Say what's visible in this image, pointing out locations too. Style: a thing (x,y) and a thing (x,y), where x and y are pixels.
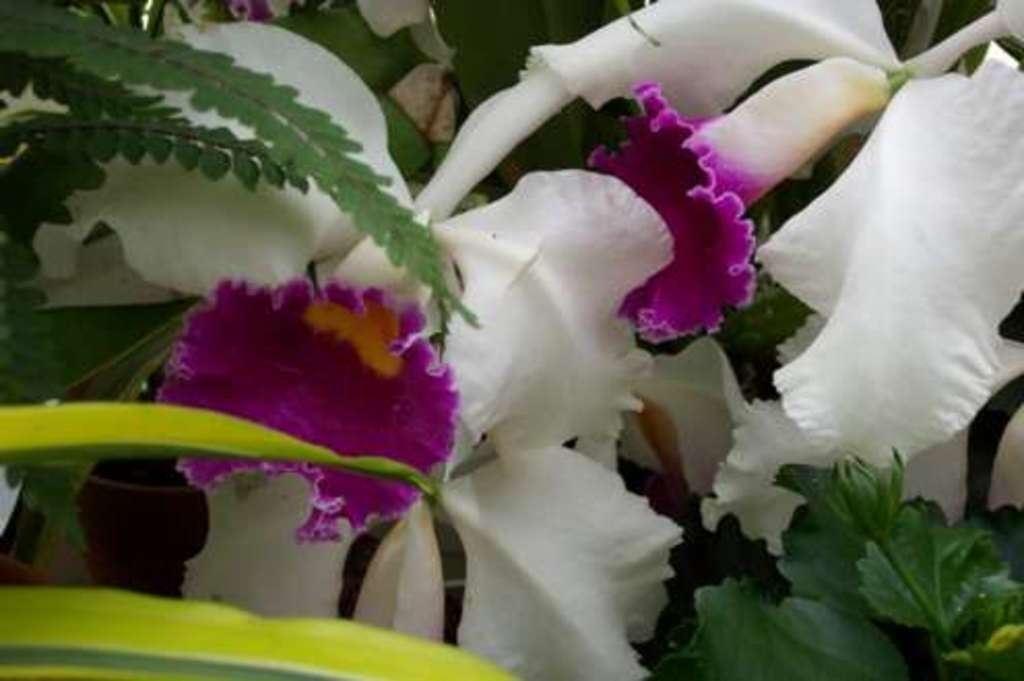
In this picture we can see the flowers (282,214) and leaves (136,680).
